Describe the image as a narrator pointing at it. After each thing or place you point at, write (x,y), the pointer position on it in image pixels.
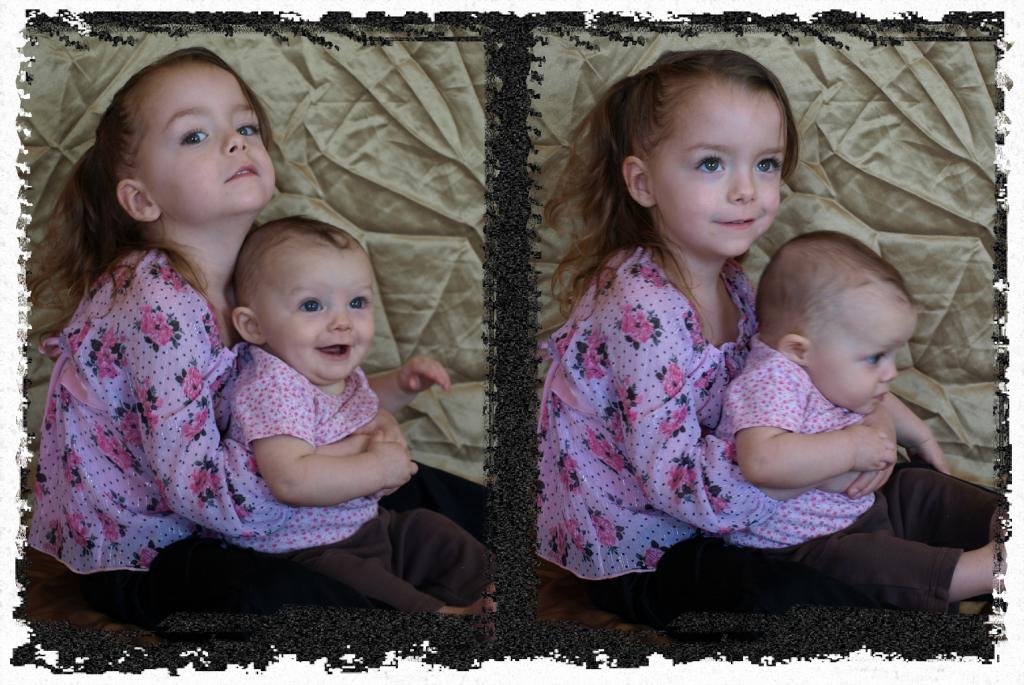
In this image we can see a collage of two pictures in which we can see a girl (716,136) holding a baby (340,419) with her hands (347,444). In the background (447,316), we can see the cloth (400,138).
